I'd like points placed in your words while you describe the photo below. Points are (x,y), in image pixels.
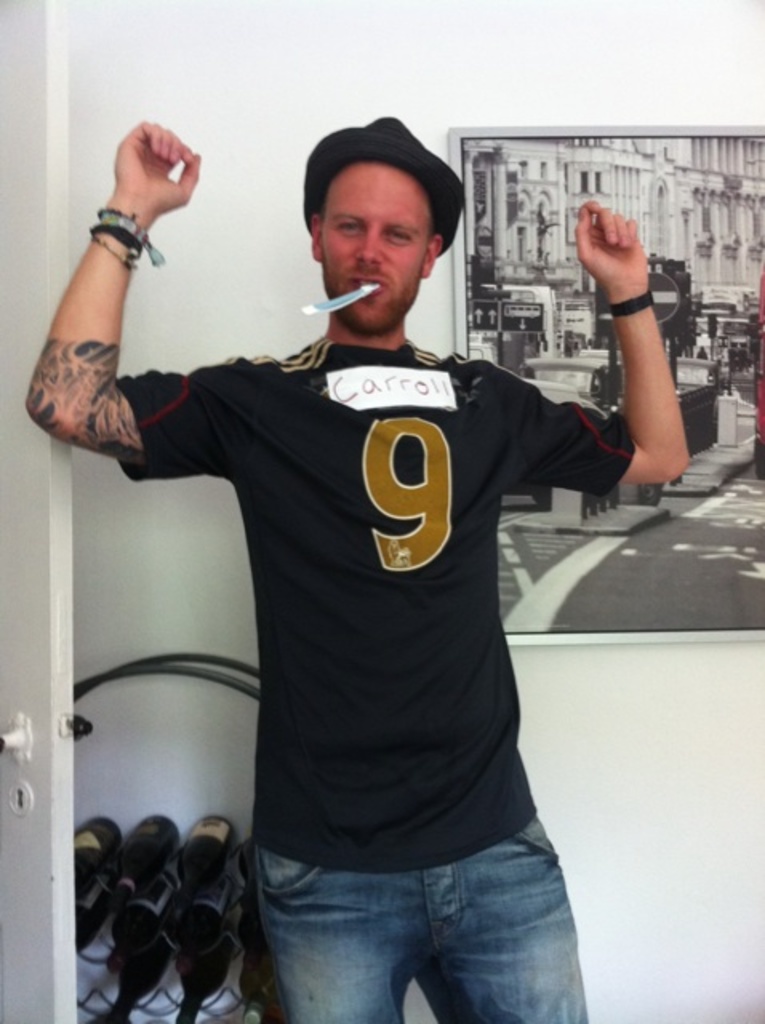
This is the man (413,659) standing and smiling. I think this is a toothbrush (375,285) in his mouth (377,296). At the bottom of the image (221,898), I can see the bottles (205,850), which are kept in the stand (187,936). This looks like a door (58,820). I can see a photo frame (554,155), which is attached to the wall (475,104).
